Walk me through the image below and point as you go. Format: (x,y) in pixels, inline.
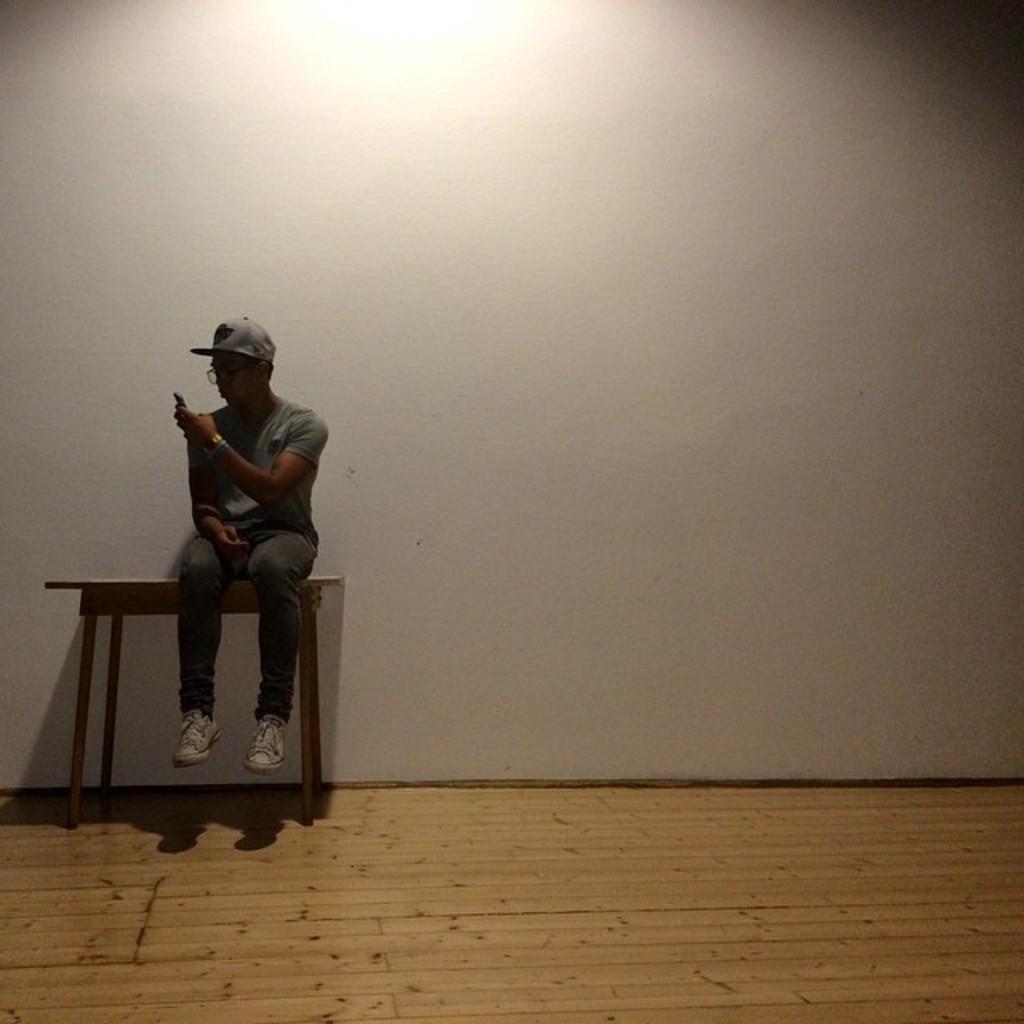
In this image I can see a person (234,406) sitting on the table (225,593) and the person (185,733) is holding a mobile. Background (822,403) I can see a light (499,10) and the wall (530,292) is in white color.
